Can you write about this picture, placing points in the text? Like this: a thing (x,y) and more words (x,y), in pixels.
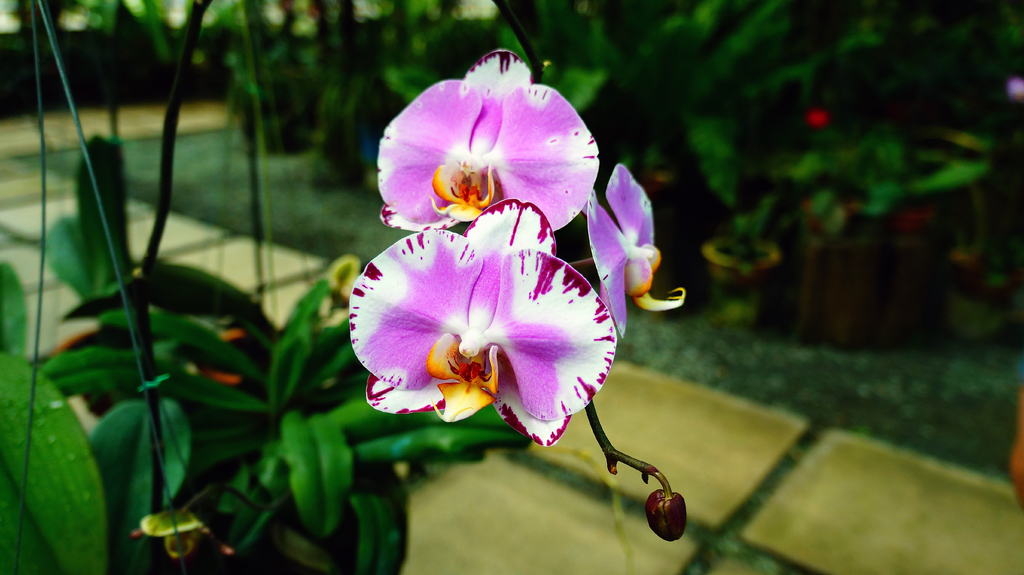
In this picture we can see flowers (469,392), bud (653,490) and leaves (328,432). In the background of the image (773,236) it is blurry.
